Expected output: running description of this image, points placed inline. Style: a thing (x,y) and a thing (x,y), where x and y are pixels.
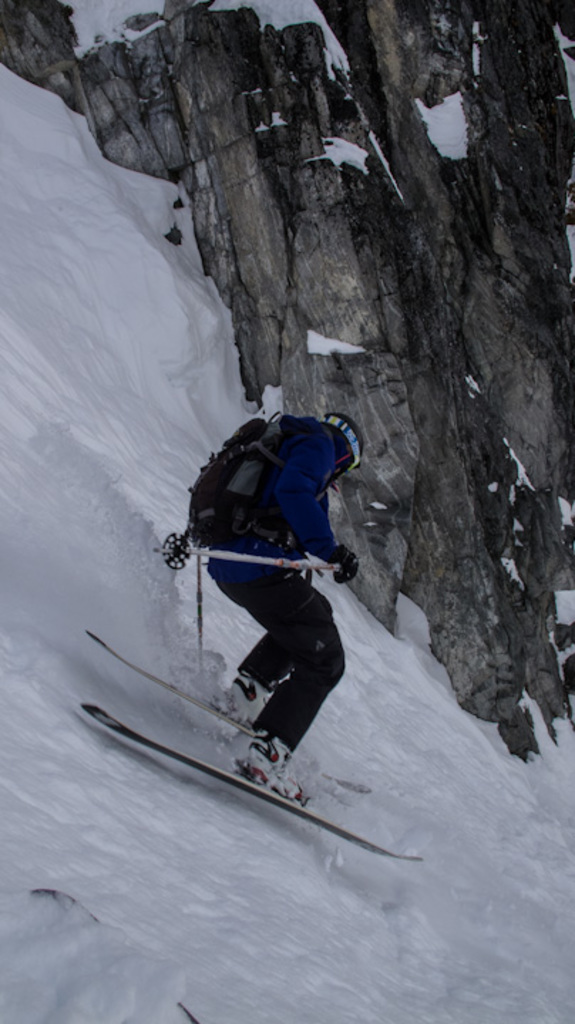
In this image I can see a person (297,458) wearing blue and black colored dress (290,504) and black colored bag (252,496) is on the ski boards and skiing on the snow (219,826). In the background (392,549) I can see a huge rock (431,209) and some snow (355,160) on it.
